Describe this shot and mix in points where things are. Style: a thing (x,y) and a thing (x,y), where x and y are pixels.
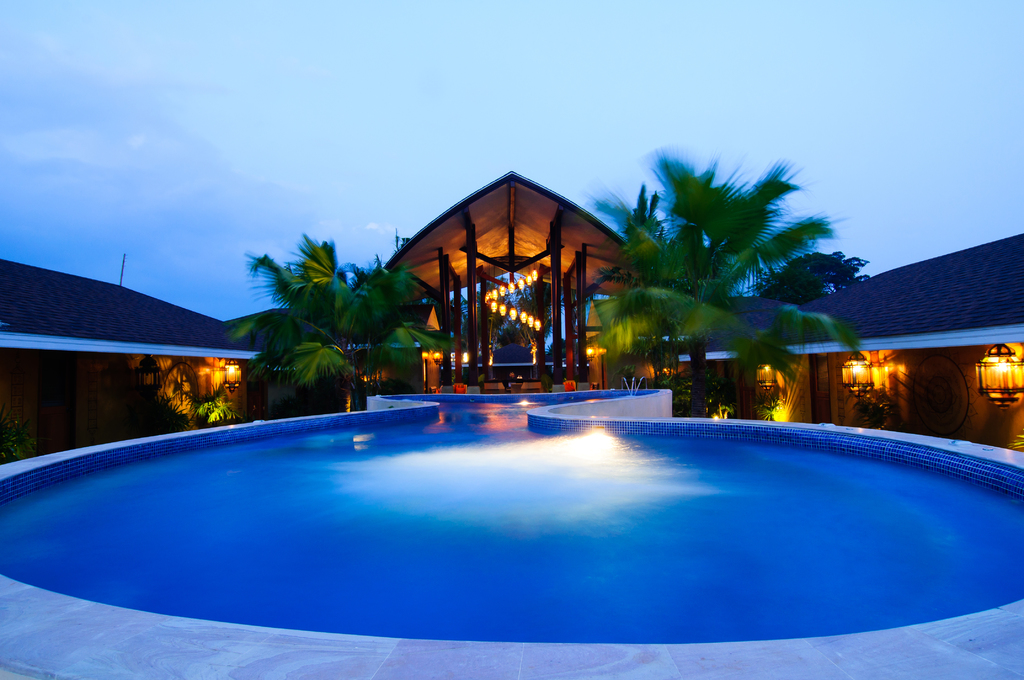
In this image, we can see a house (169,362) and there are lights (983,384), trees (772,352) and lamps (145,388). At the top (415,110), there is sky (361,225) and at the bottom (417,490), there is water (406,548).
